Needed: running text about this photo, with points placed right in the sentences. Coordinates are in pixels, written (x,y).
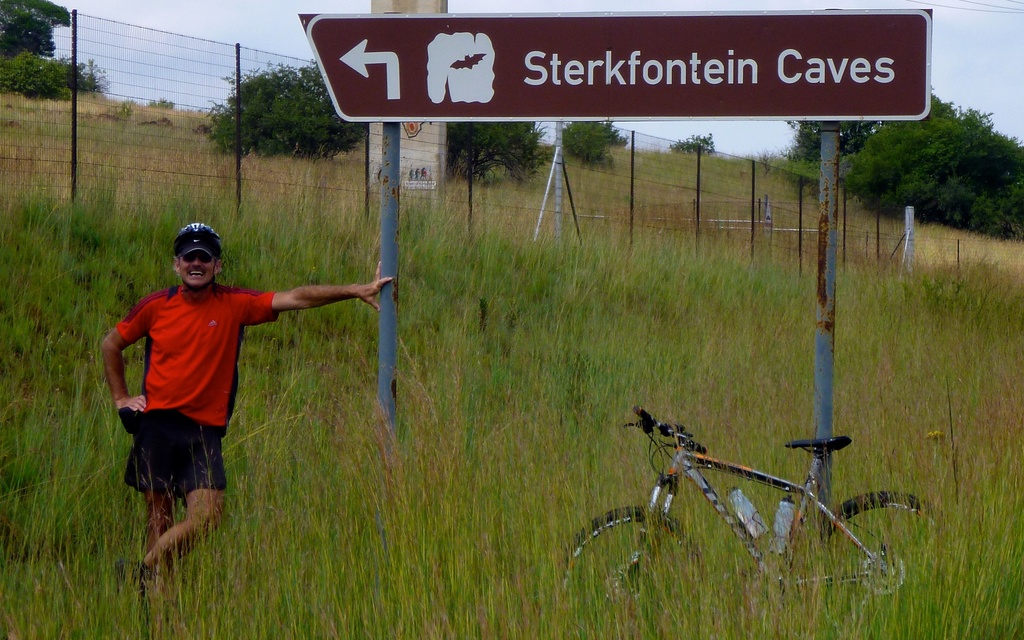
The picture is taken outside a city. In the foreground of the picture (485,406) there are plants (607,415), grass (624,343), bicycle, a person (228,396) and a sign board (410,58). In the center of the picture (584,216) there is fencing (773,197), outside the fencing (564,162) the trees (885,144), plants (173,143) and a pole (405,8). Sky (212,27) is cloudy. On the top right (969,7) there cables (946,6).
